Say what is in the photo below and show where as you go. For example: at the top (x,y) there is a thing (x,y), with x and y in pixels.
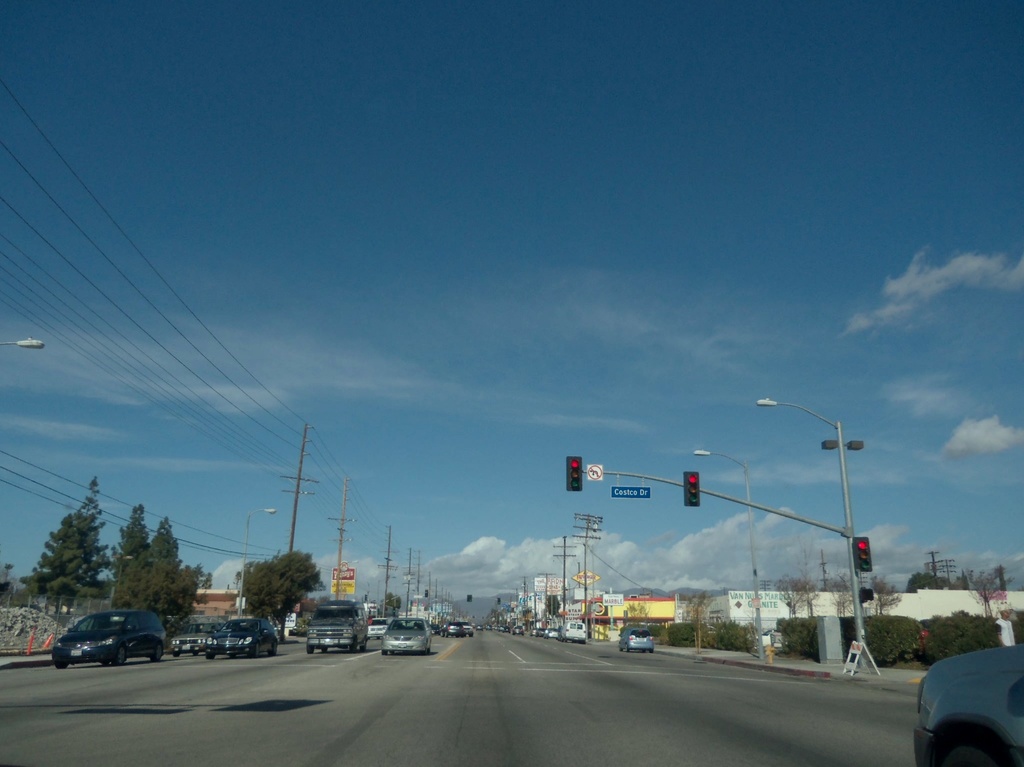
In this image we can see vehicles (404,639) on the road (488,630), there are wires (199,385) connected to the electric poles (428,578), there are boards (745,600) with text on them, there are light poles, traffic lights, there are plants (804,649), trees (259,610), houses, also we can see the sky (657,295).
